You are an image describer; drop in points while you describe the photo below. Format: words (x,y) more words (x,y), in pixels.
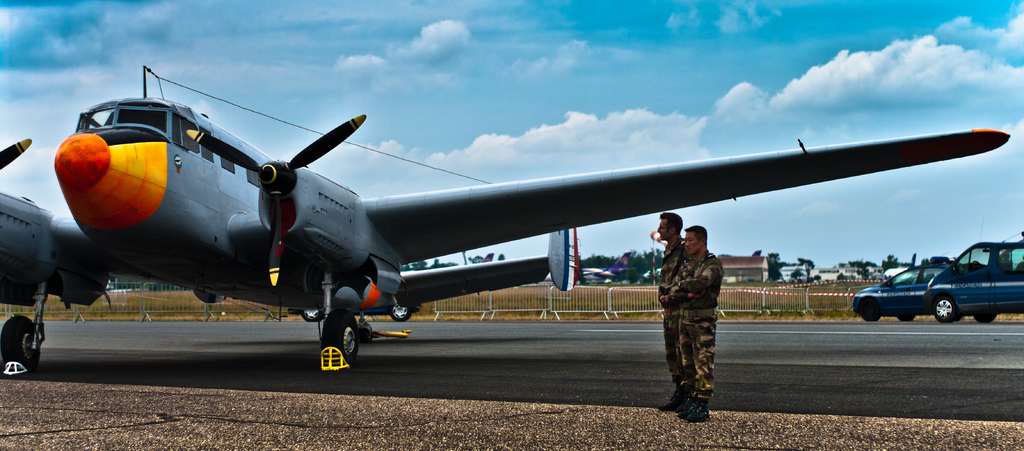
In this image there is an airplane (533,279) on the road (383,357). Two people (681,284) are standing on the land (709,425). Right side (922,288) few vehicles (867,306) are on the road (844,347). Behind there is a fence (763,297). Background (857,269) there are trees (638,279) and buildings (825,270). Top of the image (459,98) there is sky (510,89) with some clouds (592,129).
